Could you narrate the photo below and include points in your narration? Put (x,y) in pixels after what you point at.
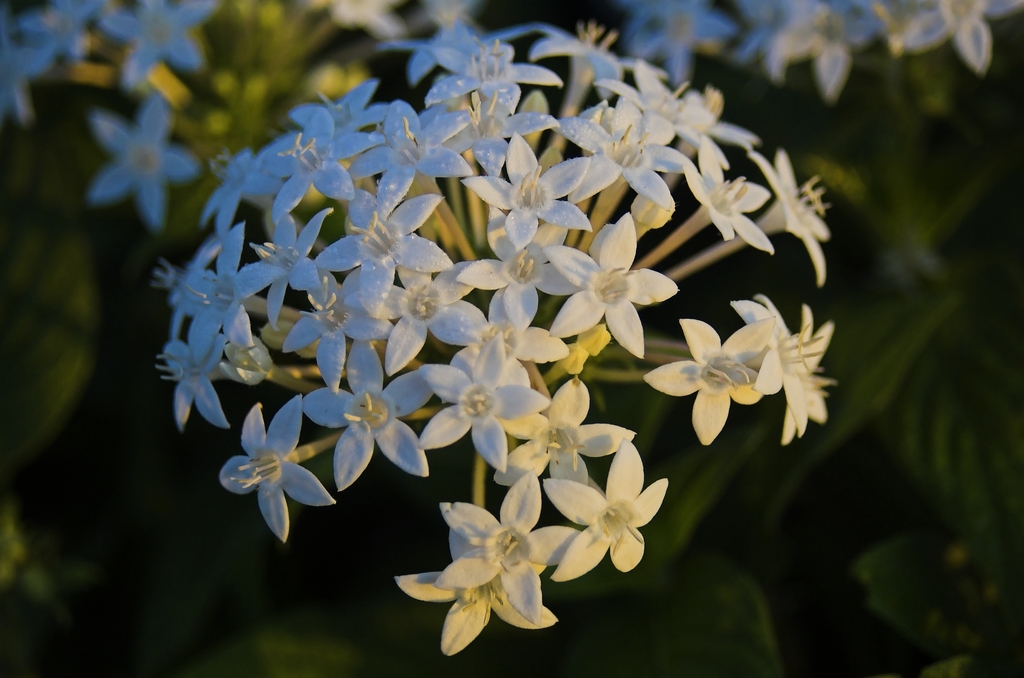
In the picture we can see some plants (315,495) with a group of white color flowers (519,396) to it.
